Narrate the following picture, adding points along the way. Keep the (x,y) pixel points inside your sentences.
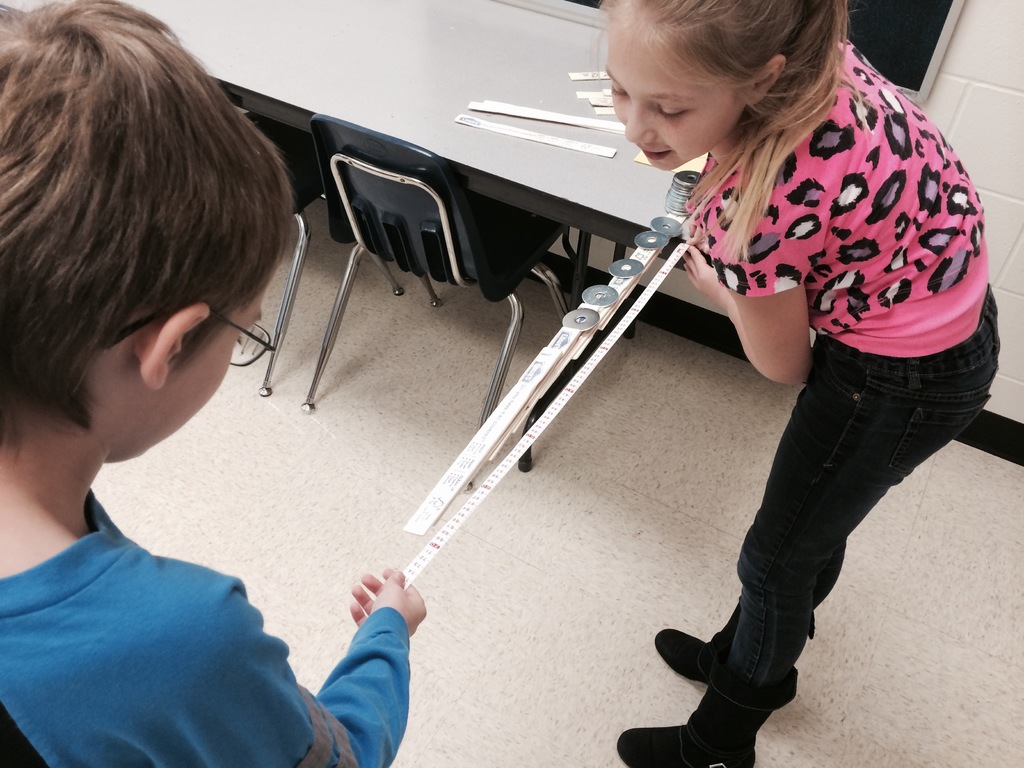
In this image we can see a boy (241,661) and girl (886,273) standing on the floor (421,441) holding a scale (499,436). At the top of the image (336,76) we can see chairs (421,202) and table (366,107). In the background (968,104) there is a wall (932,91).
